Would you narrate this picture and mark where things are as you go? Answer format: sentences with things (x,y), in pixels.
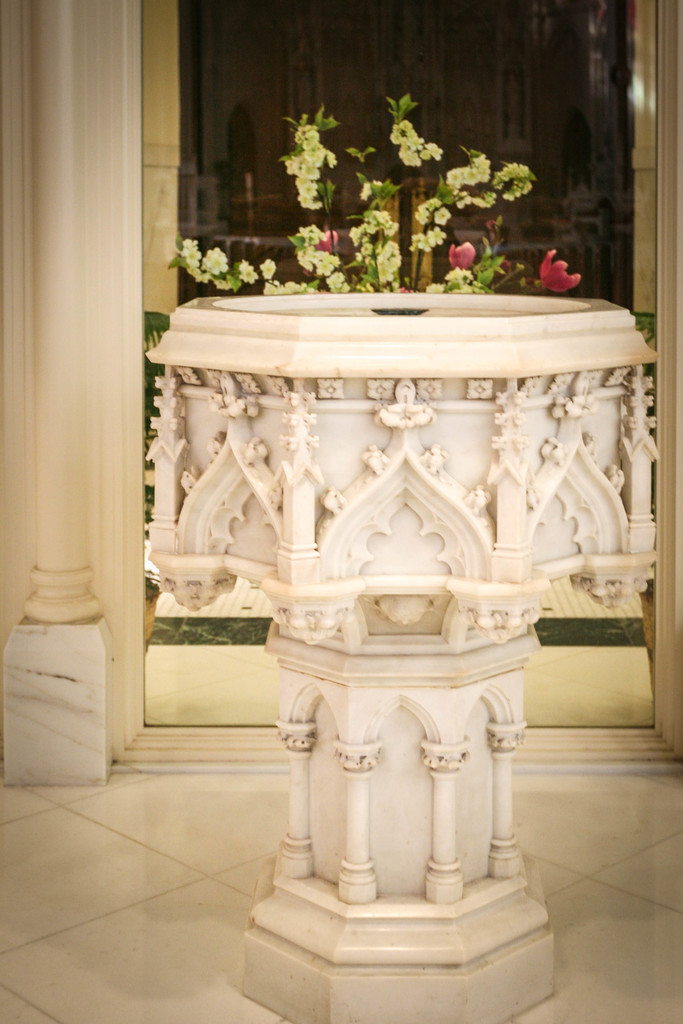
In the center of the image (384,442) we can see a pedestal (396,671). In the background (291,267) there is a plant (311,246) and a wall (122,146).
